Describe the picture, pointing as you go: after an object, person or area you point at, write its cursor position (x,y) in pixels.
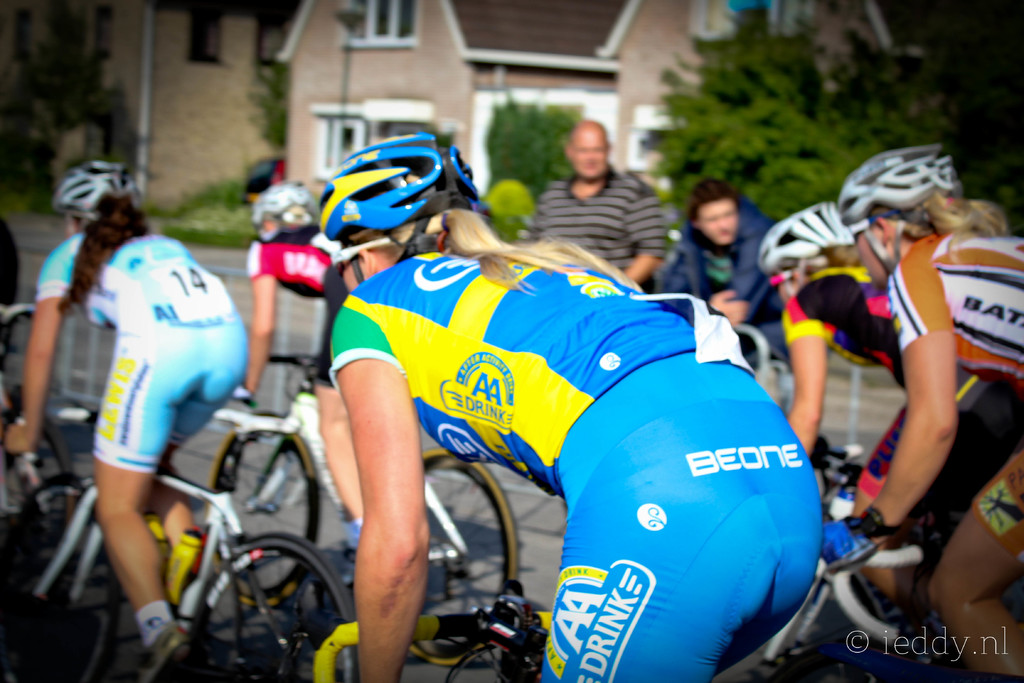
In this image I can see a few women (982,311) riding their bicycles (250,503) and two people (571,189) watching them at the top of the image (421,48) I can see some buildings (308,80) and trees (759,117).
